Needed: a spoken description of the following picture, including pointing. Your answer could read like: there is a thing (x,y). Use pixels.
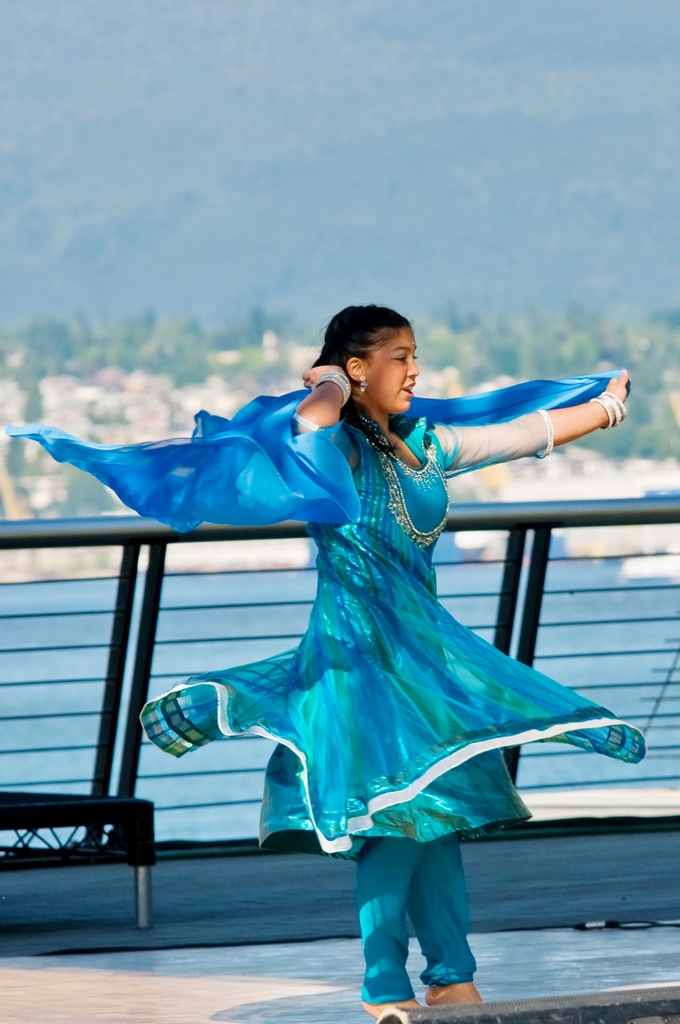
In this image I can see a person (378,675) standing near the rail (131,614). In the background (137,617), I can see the water (41,607), trees (180,361) and the sky (417,115).
